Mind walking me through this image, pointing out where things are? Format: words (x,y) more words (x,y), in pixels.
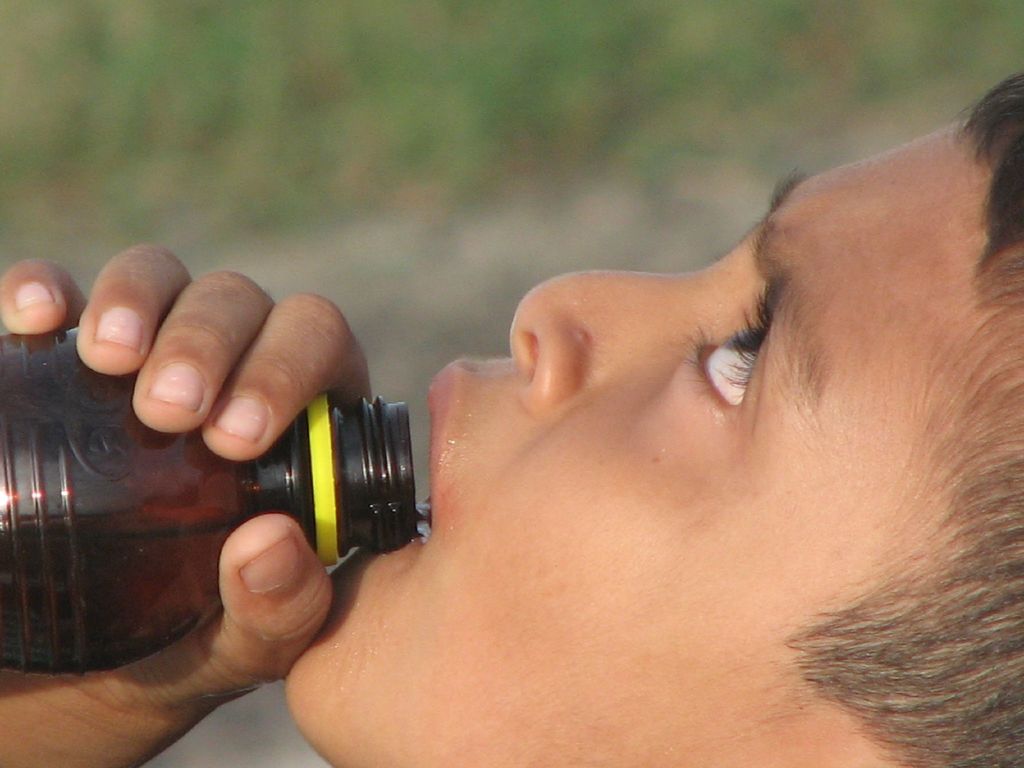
This image consists of a person (440,419) drinking water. To the left (127,508), there is a bottle (89,466) in black color. In the background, there are trees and the background (612,130) is blurred.
